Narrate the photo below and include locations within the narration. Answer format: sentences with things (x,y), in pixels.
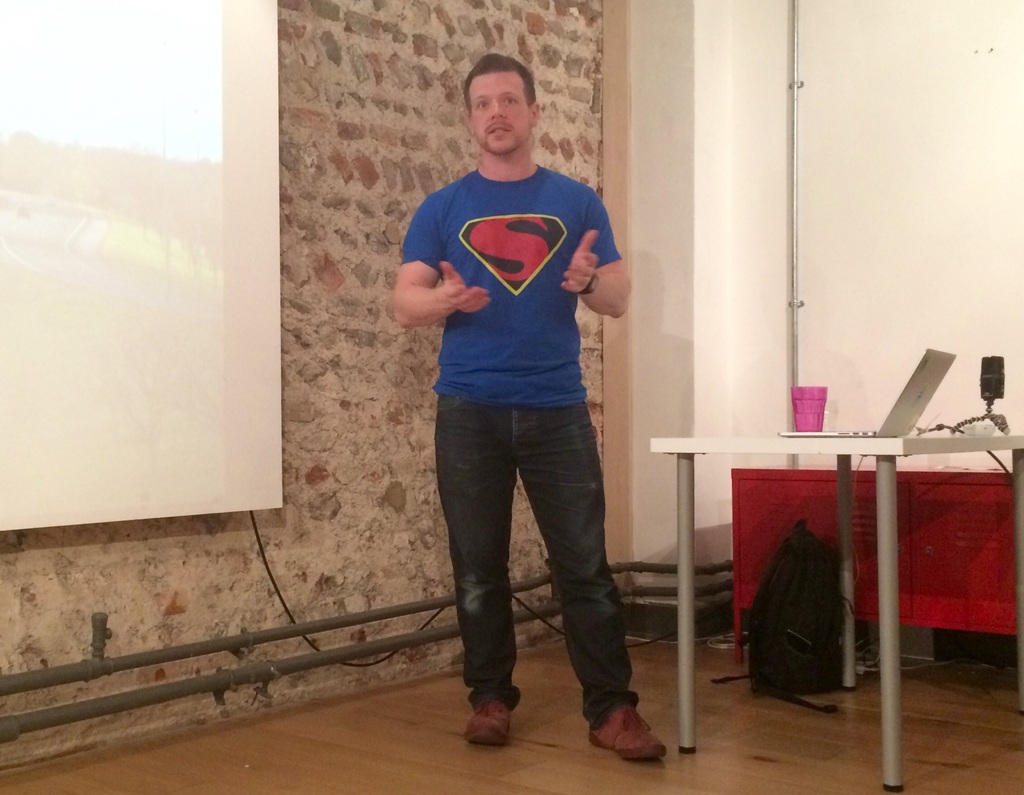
In this image we can see person (523,289) wearing blue color T-shirt (519,339), black color jeans (546,476) standing on the left side of the image (326,273) there is a wall (298,247) to which there is projector screen (235,268) and on right side of the image (881,480) there is a table (850,544) on which there is laptop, some objects (967,420) and there is a cupboard (961,583) which is in red color.
